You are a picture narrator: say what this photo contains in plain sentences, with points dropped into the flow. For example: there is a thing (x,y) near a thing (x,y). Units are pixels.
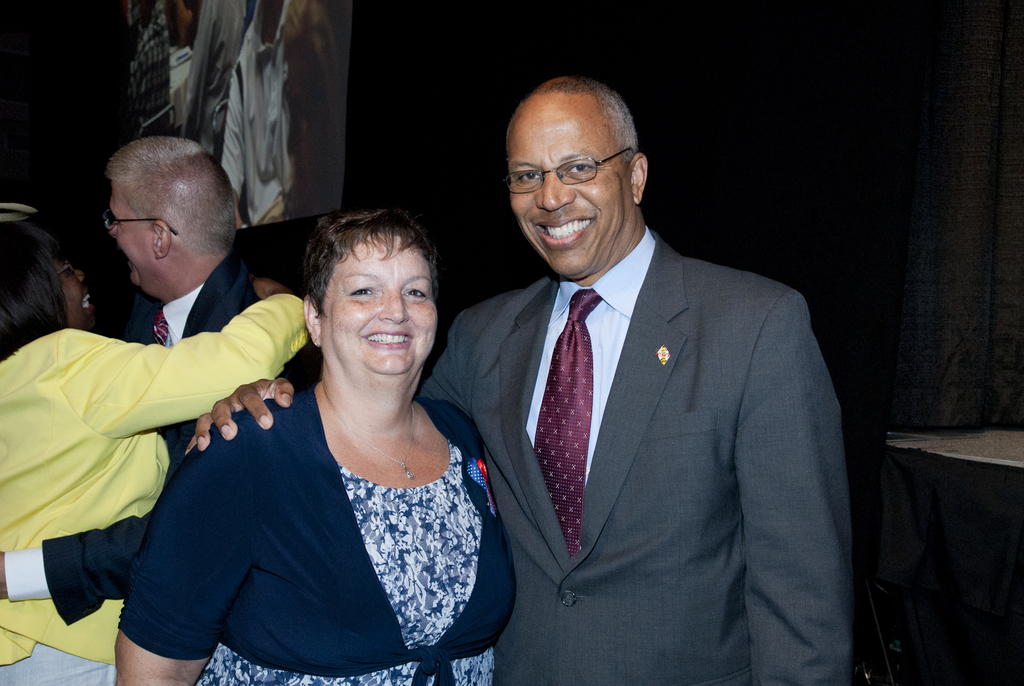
There is a man (477,415) and woman (417,432) smiling. Man (583,452) is wearing a specs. In the back (133,304) another man (112,231) and woman (93,382) holding each other. Both are wearing specs (109,215). In the background (210,79) there is a screen (276,96).
